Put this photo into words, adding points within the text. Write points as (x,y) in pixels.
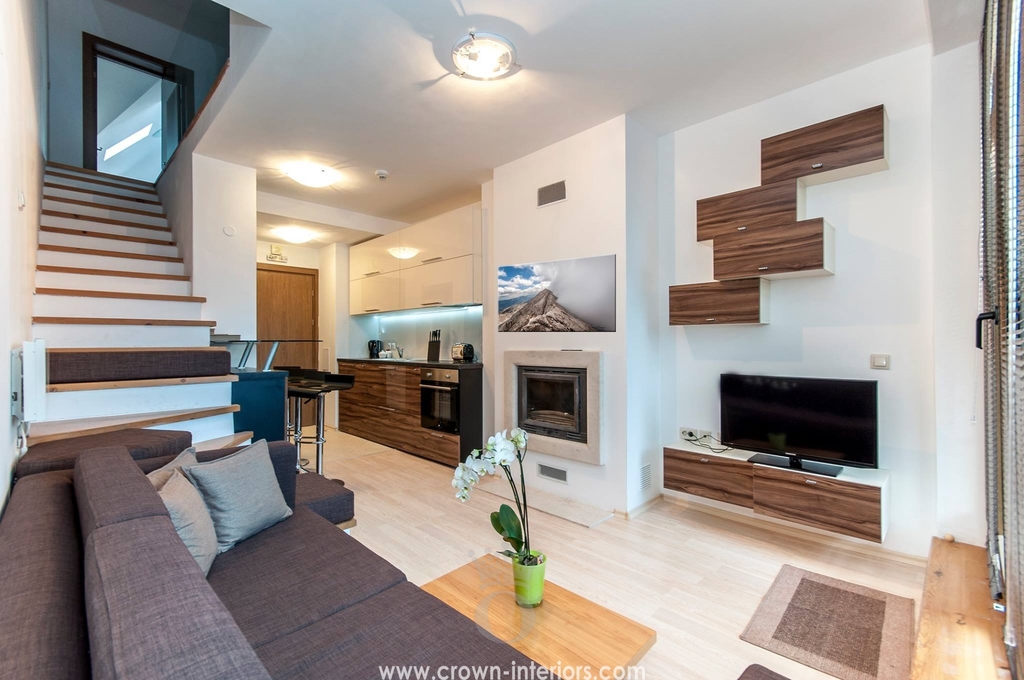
This picture is clicked inside the room (705,676). In the foreground (243,541) we can see the cushions (239,495) and a couch (374,640) and we can see a flower vase (522,528) placed on the top of the center table (565,643) and we can see the wooden cabinets (383,371), television (783,392) and some object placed on the ground (493,482) and we can see there are some objects (462,354) placed on the top of the wooden object (371,413) which seems to be the table (395,377) and we can see the stairway (164,371), roof (362,131), ceiling lights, wooden door (289,273), wall (543,246) and many other objects (563,399). At the bottom (491,668) we can see the text (474,668) on the image.
